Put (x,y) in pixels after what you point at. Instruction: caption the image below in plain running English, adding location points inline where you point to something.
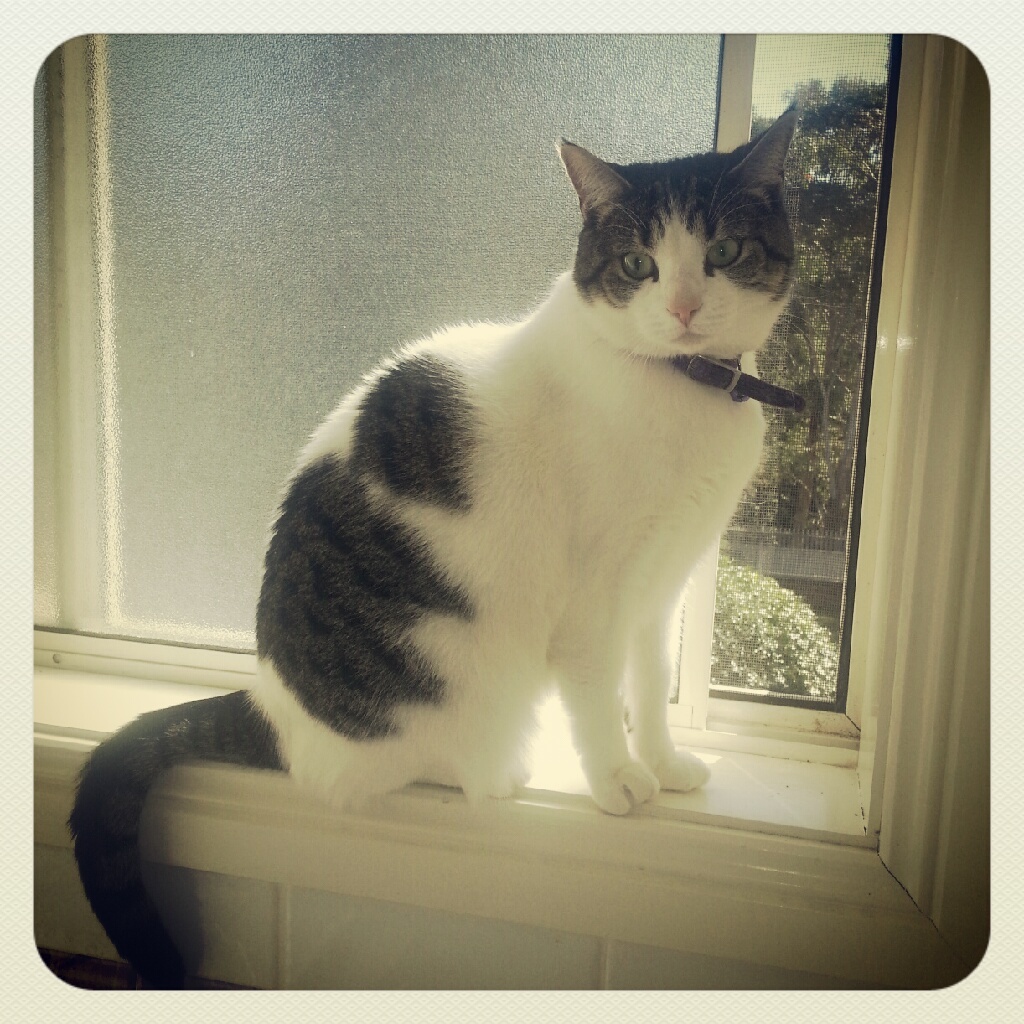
Here in this picture we can see a cat (594,323) present near a window (286,250) and through that we can see plants (790,607) and trees (842,382) present outside and we can also see a belt (682,357) on its neck (641,355).
